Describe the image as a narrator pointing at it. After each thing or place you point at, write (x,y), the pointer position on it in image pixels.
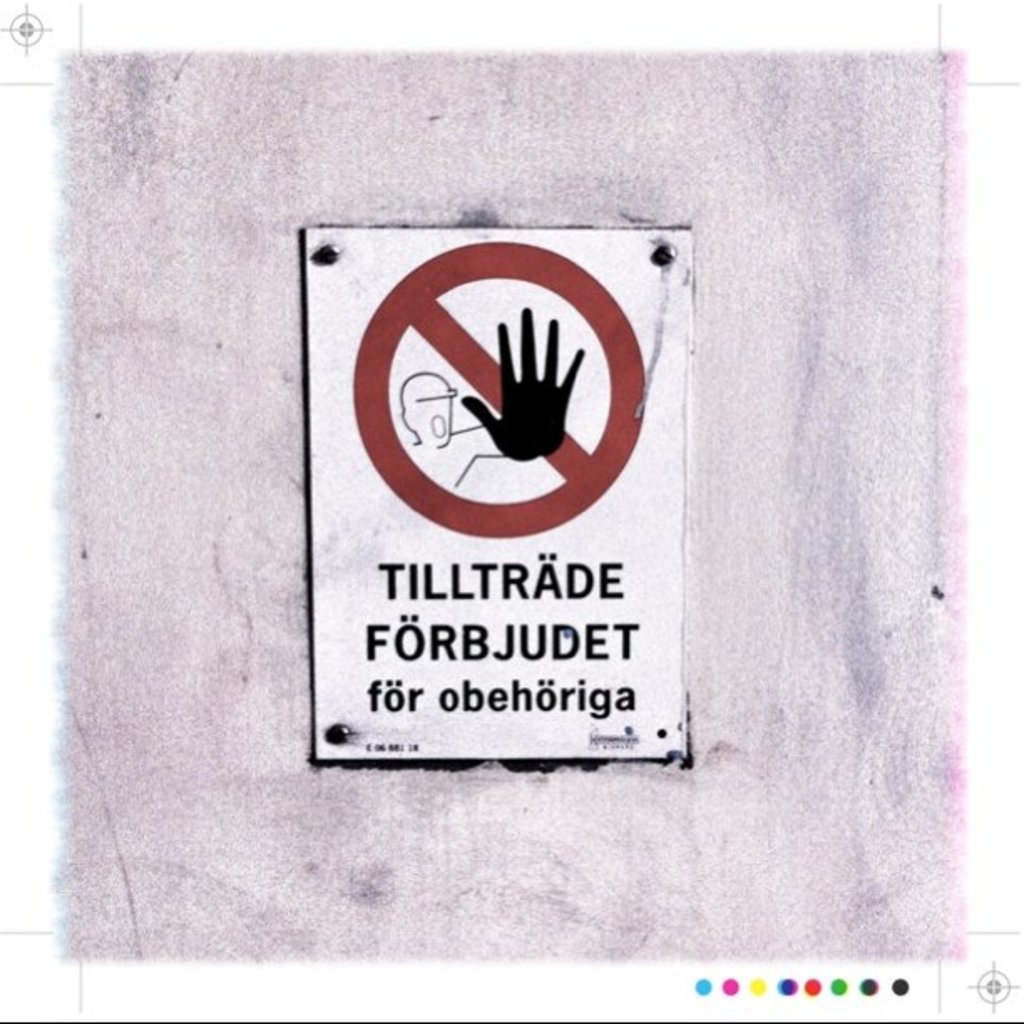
This picture is an edited picture. In this picture there is a board (619,519) on the wall (765,416). On the board (537,563) there is a sign (518,444) and there is a text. At the bottom of the image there is a dots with different colors.
